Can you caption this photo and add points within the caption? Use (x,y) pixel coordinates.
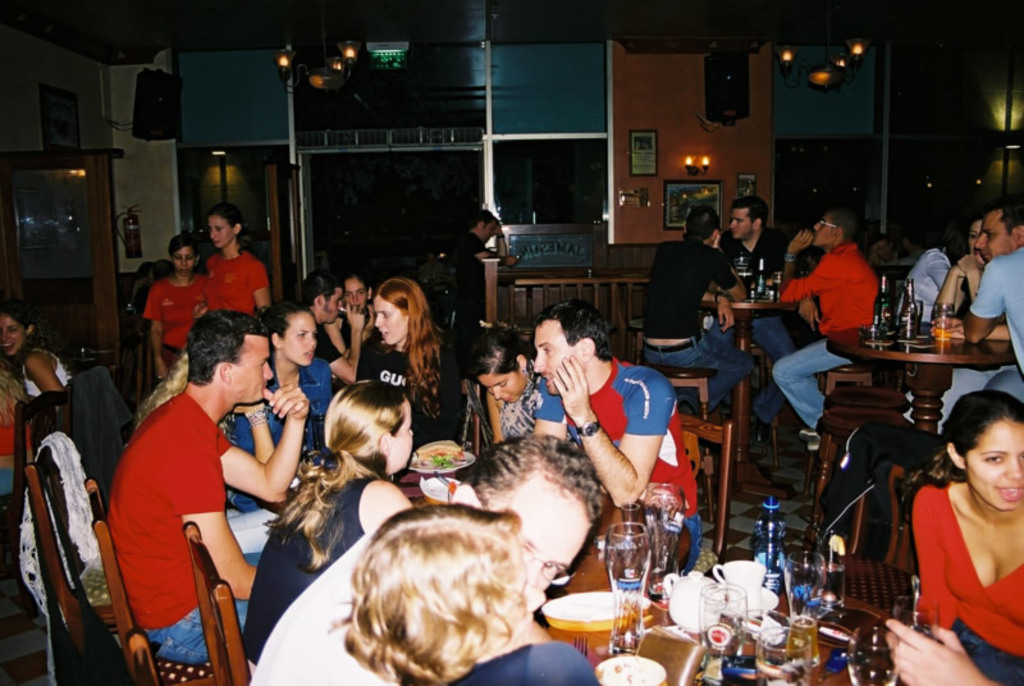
In this image there are group of people (1017,241) sitting in chair (155,685) near the table (590,641), and in table (586,567) there is plate (597,625), glass (855,683), bottle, cup (719,570) and back ground (131,179) there is frame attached to wall (136,166), door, fire extinguisher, light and a speaker (143,115).
